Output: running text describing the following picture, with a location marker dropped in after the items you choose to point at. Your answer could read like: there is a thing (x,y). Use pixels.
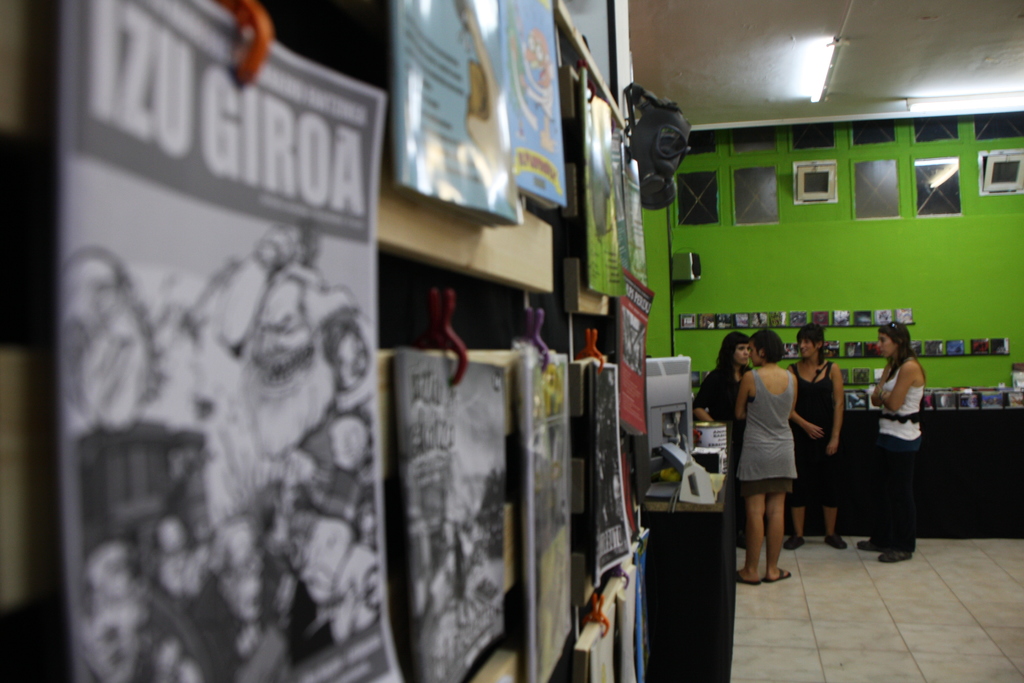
In this image we can see books (568,398), frames (954,341), lights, tables (871,430), people (822,427), and few objects (775,320). Here we can see floor (900,628) and wall (880,284).
